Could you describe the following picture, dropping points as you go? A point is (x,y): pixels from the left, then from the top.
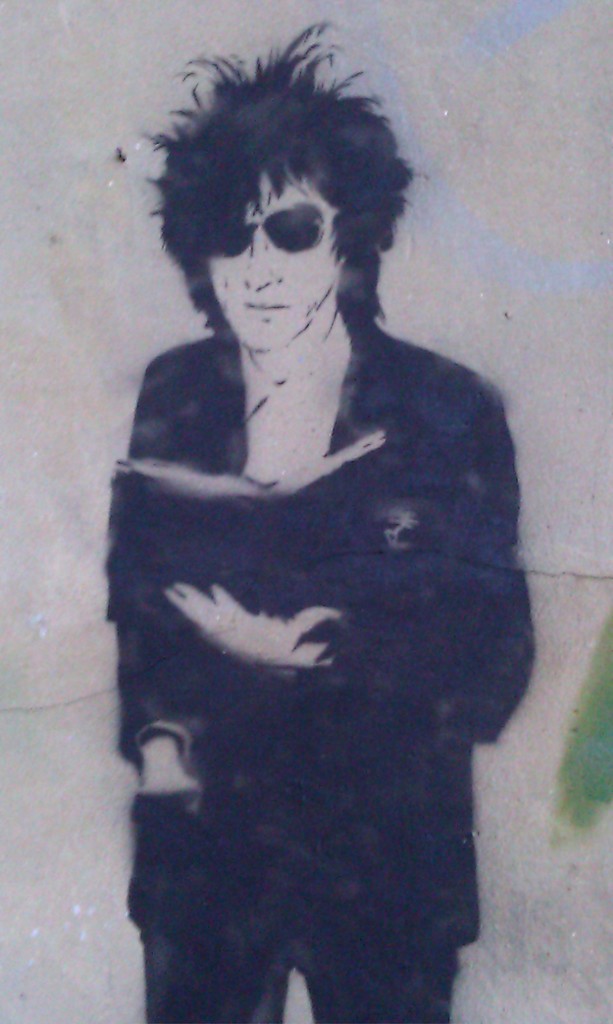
This is a painting. In this painting we can see there is a person (234,295) in a black colored dress (472,497) holding a book (357,514). And the background (32,42) is gray in color.
